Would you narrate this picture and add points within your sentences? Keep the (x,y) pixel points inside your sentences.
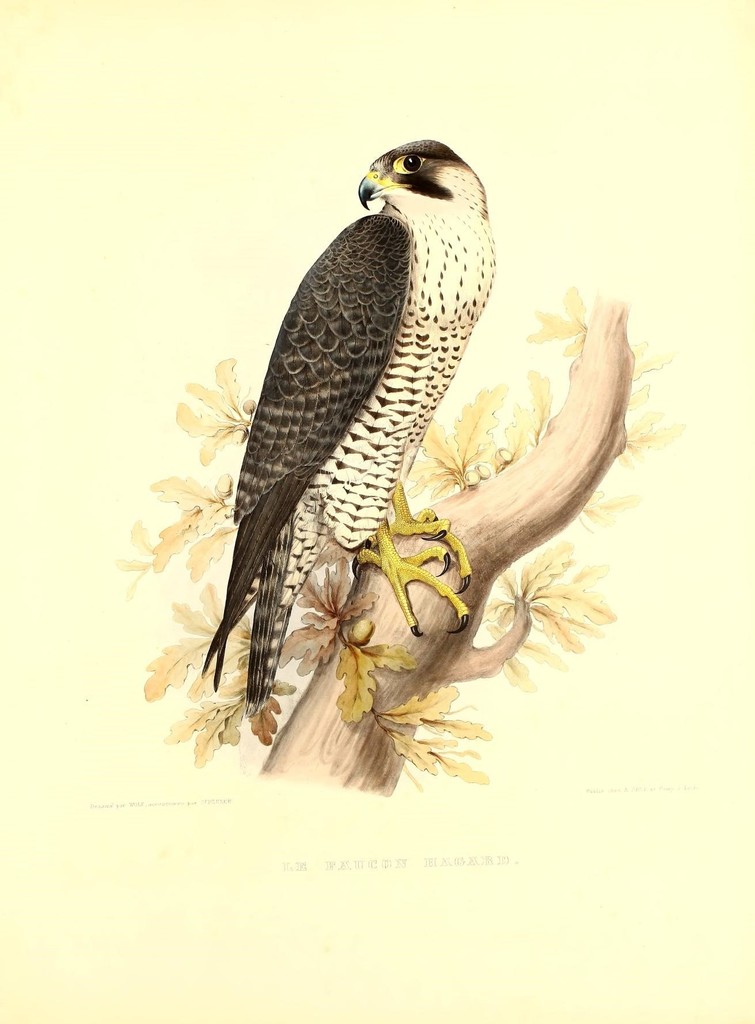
In this image I can see it looks like a painting, in the middle (295,435) there is a falcon (433,519) standing on the branch (493,524) of a tree (232,652).
